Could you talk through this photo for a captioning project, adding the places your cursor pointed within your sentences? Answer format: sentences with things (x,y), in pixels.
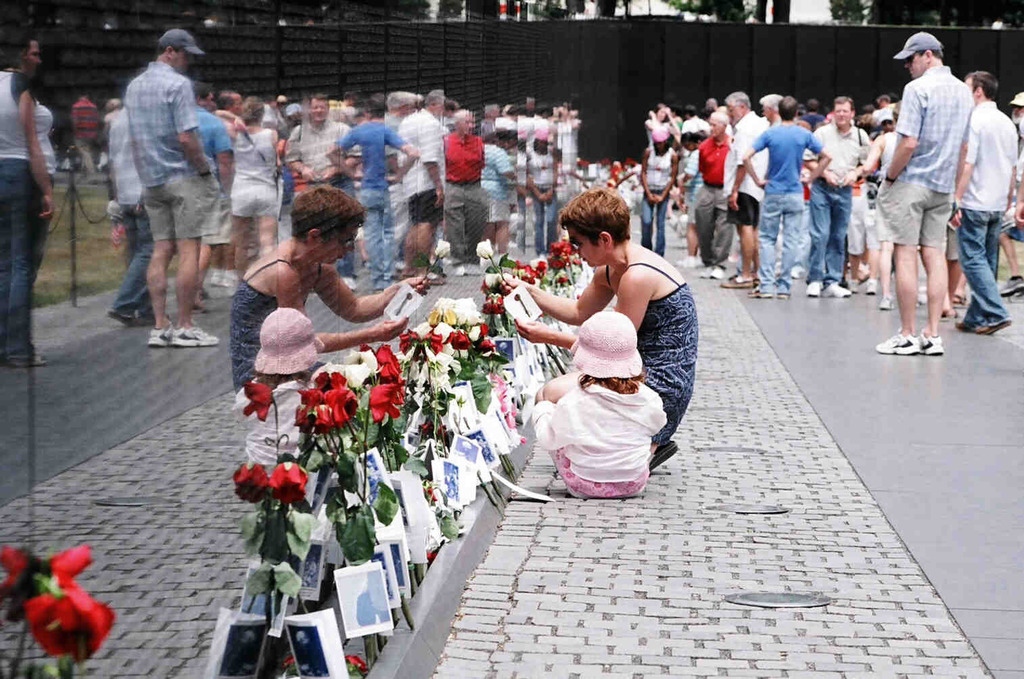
On the right side of the image (958,83), we can see a group of people (978,92) are standing on the platform (901,416). In the middle (600,443) we can see a woman (654,337) and kid (603,429). A woman (554,342) is holding a card (521,307) and flower (506,267). Background (667,57) there is a wall (256,266). On the left side (181,275), we can see a few reflections (224,336) on the wall (101,677), photography (321,639), flowers (398,391) with stems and leaves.
